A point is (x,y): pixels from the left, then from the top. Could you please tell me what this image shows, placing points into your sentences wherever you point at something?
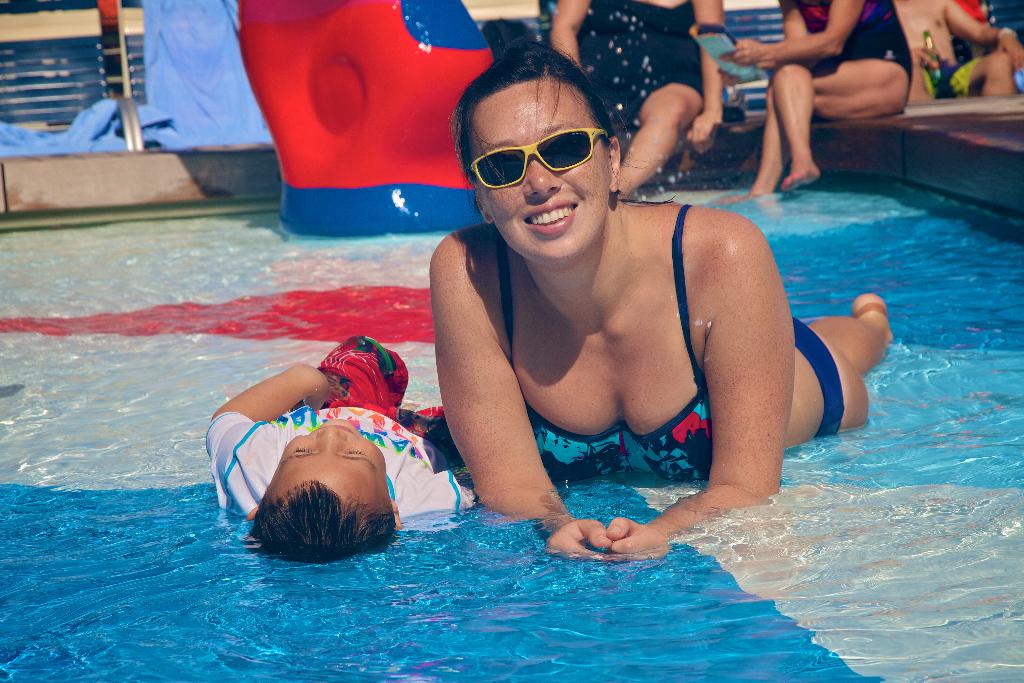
In this picture there is a woman (723,261) who is wearing goggles (483,168) and blue dress (828,394). She is lying on the water (878,544), she is smiling. Beside her there is a boy (441,453) who is wearing, t-shirt (406,452) and trouser (446,454), he is also lying in the swimming pool (392,586). In the top right (1005,48) i can see many peoples (798,58) were sitting on the floor (945,119). At the top (372,121) i can see the red object (368,93). In the top left corner (200,98) i can see the blue cover (170,112), beside that there is fencing (95,60).
